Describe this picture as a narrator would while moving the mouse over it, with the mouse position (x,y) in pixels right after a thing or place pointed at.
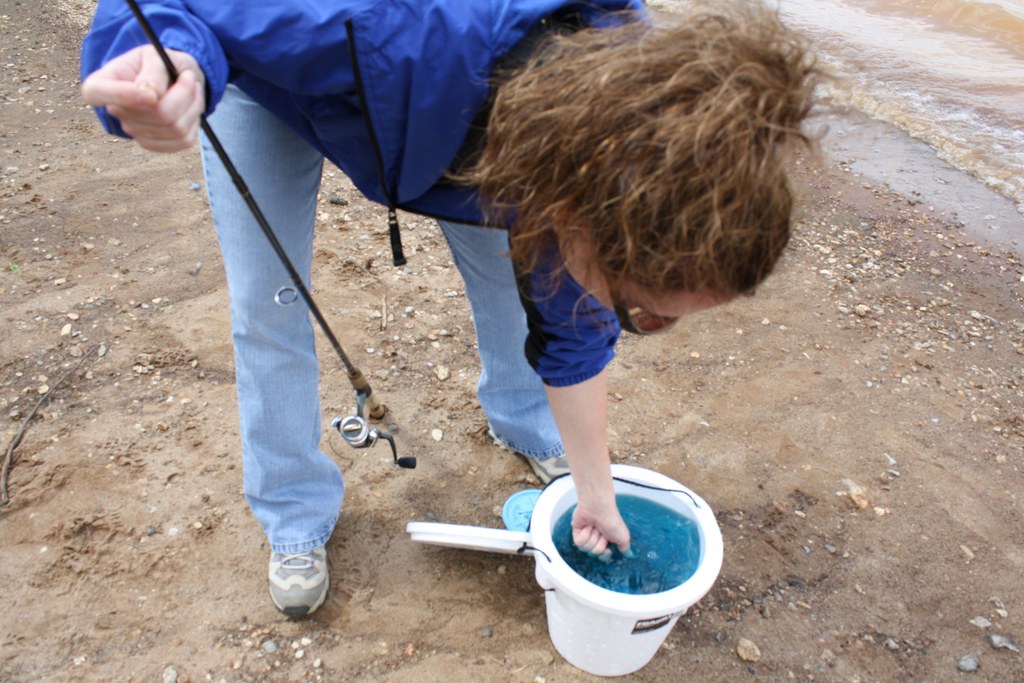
In this image I can see a woman (283,446) bending down holding a metal object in her hand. I can see a bucket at the bottom of the image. I can see water (927,83) in the top right corner (936,44) and sand (756,459) all around.
